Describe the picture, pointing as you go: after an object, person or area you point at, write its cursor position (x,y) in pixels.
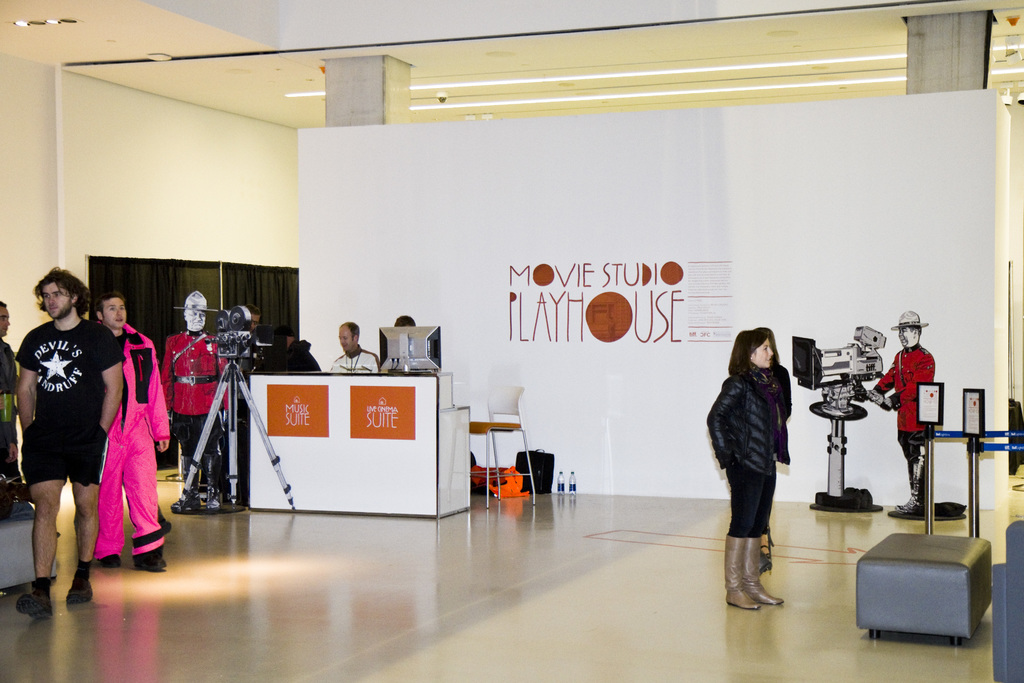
In this picture I can see few people (69,303) who are standing and I see a camera (248,339) on the tripod (199,457) which is on the left side of the image (260,435). In the background (365,324) I see the board (742,330) on which there is something written and on the top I see the lights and I see the floor (378,587).
